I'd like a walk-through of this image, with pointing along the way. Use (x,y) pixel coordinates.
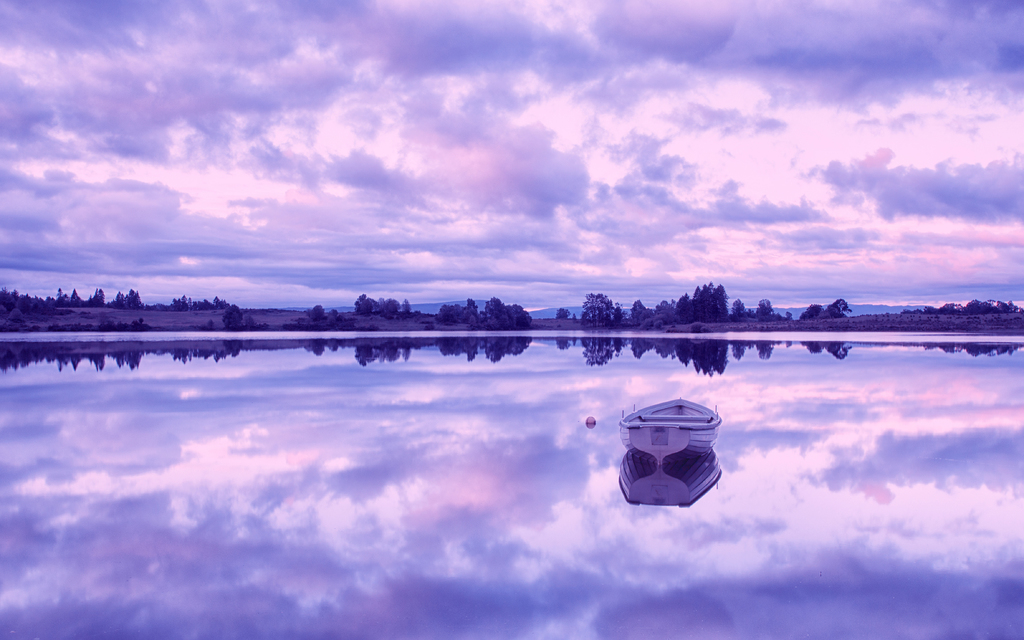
In this picture there is a boat (646,440) on the water (697,479). In the background (987,326) I can see the trees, plants (809,312), grass (110,313) and mountains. At the top (779,160) I can see the sky (402,101) and clouds (547,100). At the bottom (481,494) I can see the reflection (448,530) of the sky (580,595), clouds (666,592), boat (683,487), trees (711,354) and other objects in the water (380,366).
